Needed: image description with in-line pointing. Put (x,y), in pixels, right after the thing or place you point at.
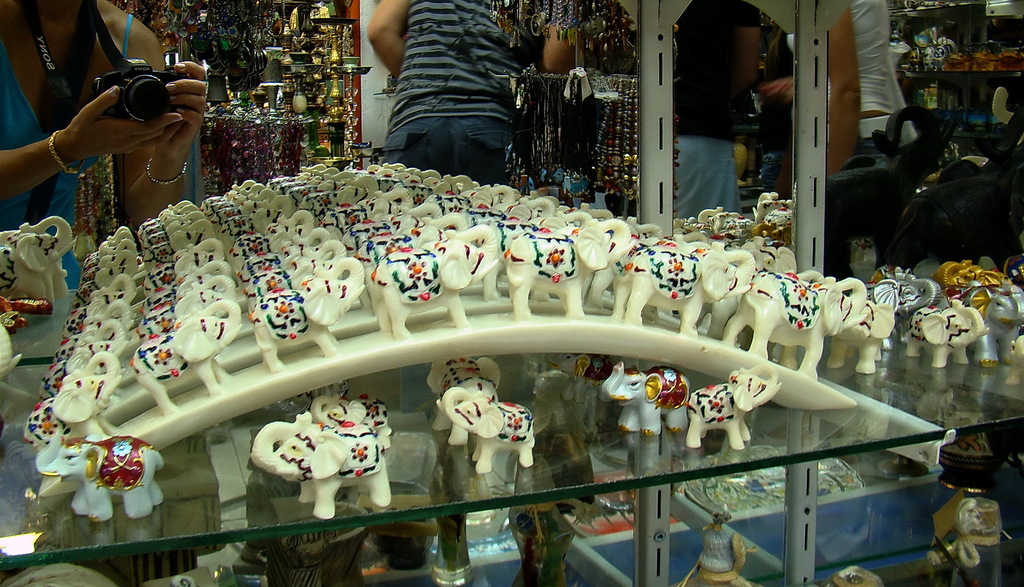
As we can see in the image, this is the gift shop (327,441) and the women (75,161) who is standing on the left (89,115) is holding camera (158,94) in her hand (171,116). In the front (321,186) there are few toys (370,286) and there is a man (445,100) standing over here. On the right side (722,150) there is a mirror (768,139).
